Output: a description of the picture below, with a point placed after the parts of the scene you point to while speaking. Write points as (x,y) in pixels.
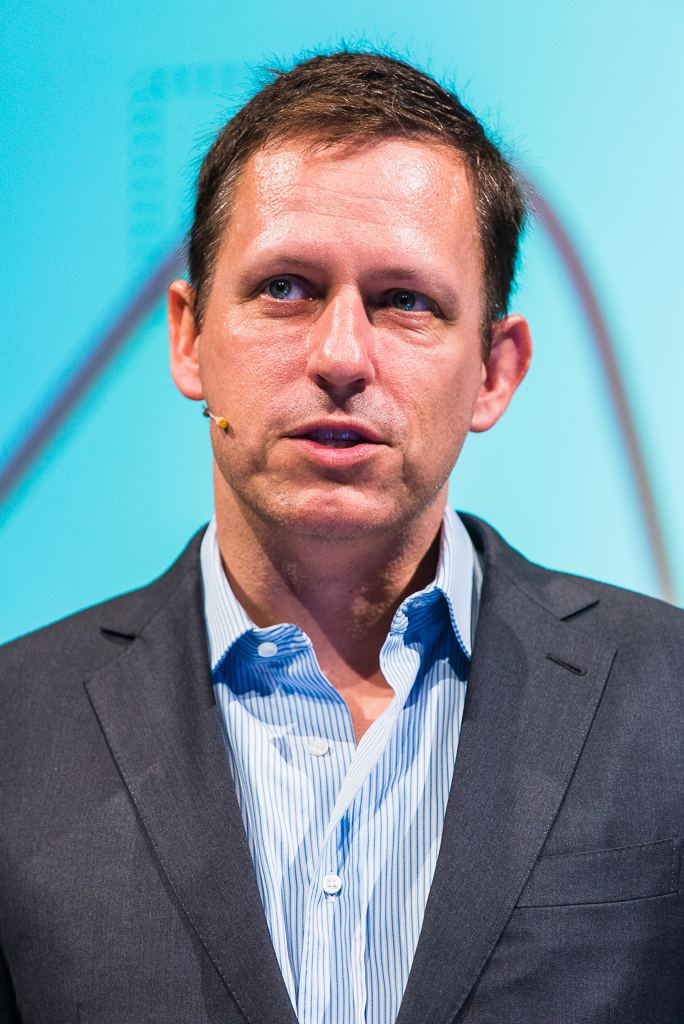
In this image there is a man (313,815), he is wearing white and blue color shirt (323,774) and a coat (507,752), in the background (653,317) it is blurred.
